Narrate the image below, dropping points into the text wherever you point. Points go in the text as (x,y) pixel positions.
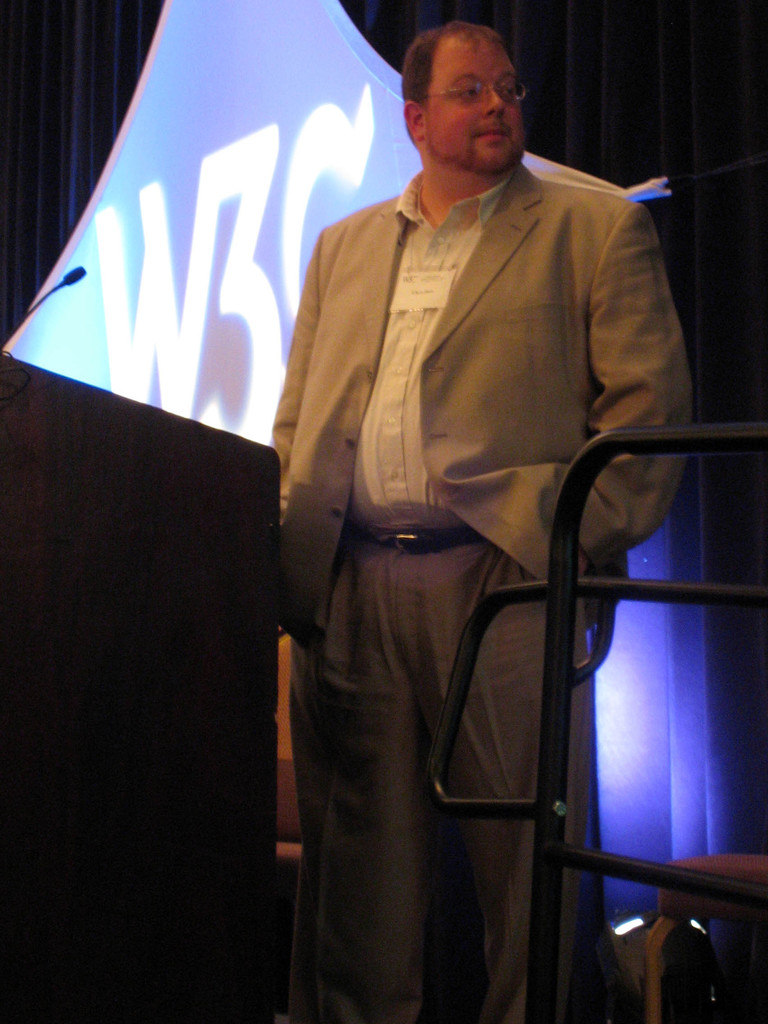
A person (376,441) is standing.
